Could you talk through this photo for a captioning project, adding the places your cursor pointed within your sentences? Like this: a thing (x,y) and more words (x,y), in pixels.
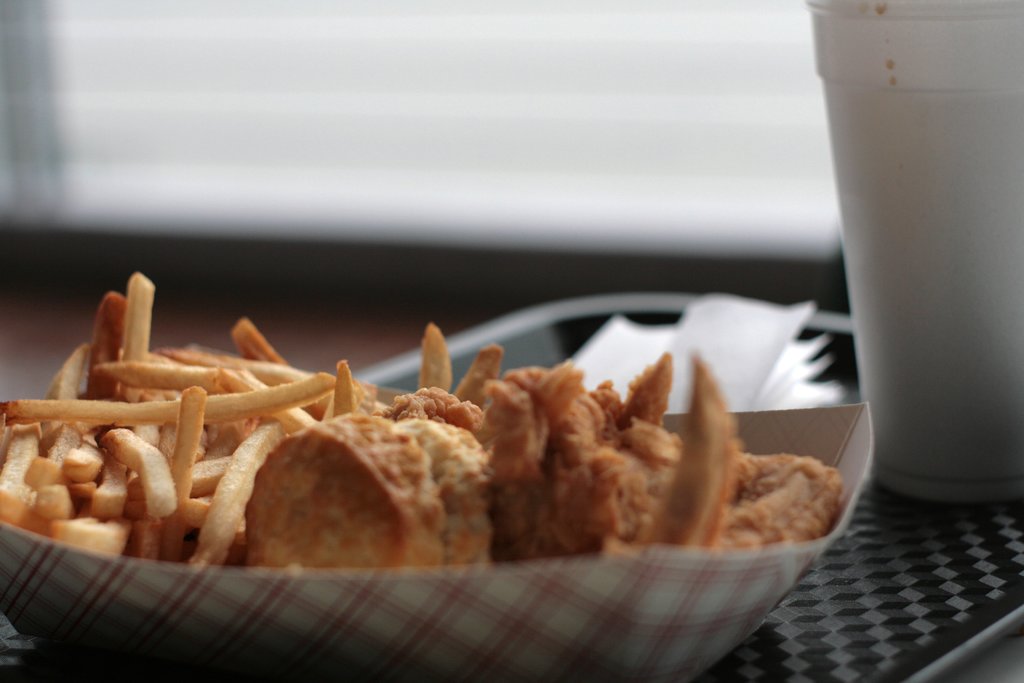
In this picture we can see food (309,482) in a box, beside this box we can see a glass (1018,195) and tissue papers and these all are in a tray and in the background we can see it is blurry.
